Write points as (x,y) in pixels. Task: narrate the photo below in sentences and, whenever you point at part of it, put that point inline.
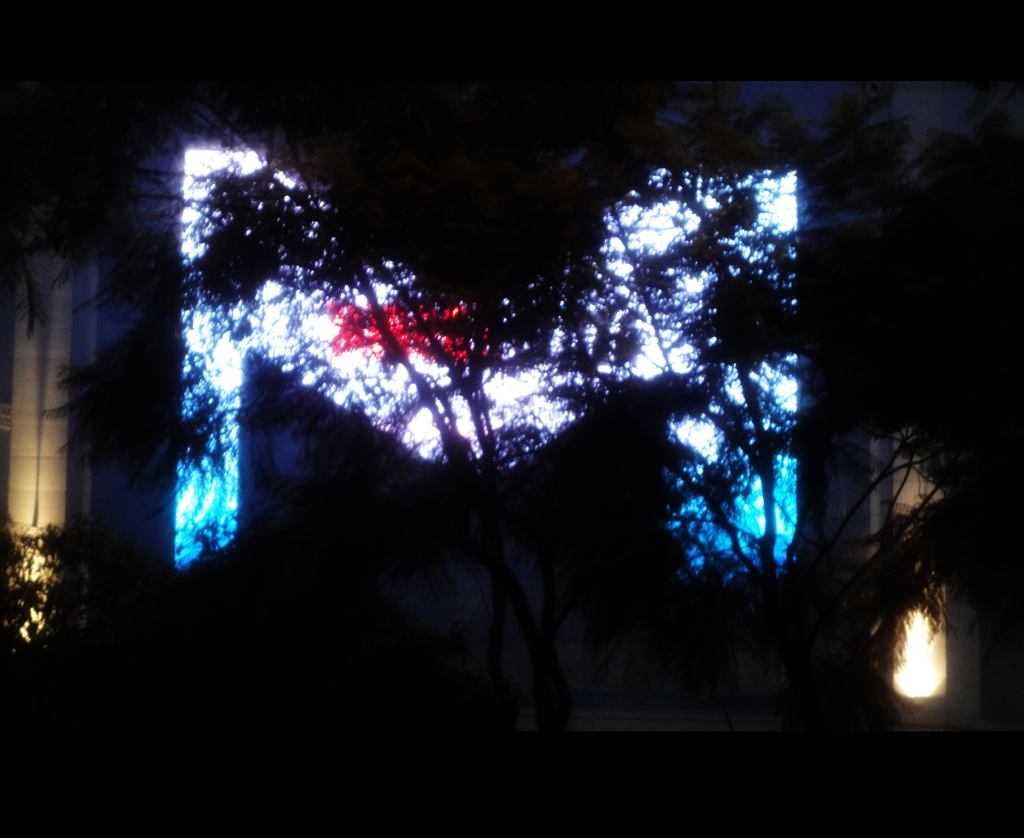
In this picture I can see trees (372,459), lights (295,301) and there are some other objects (2,413).
